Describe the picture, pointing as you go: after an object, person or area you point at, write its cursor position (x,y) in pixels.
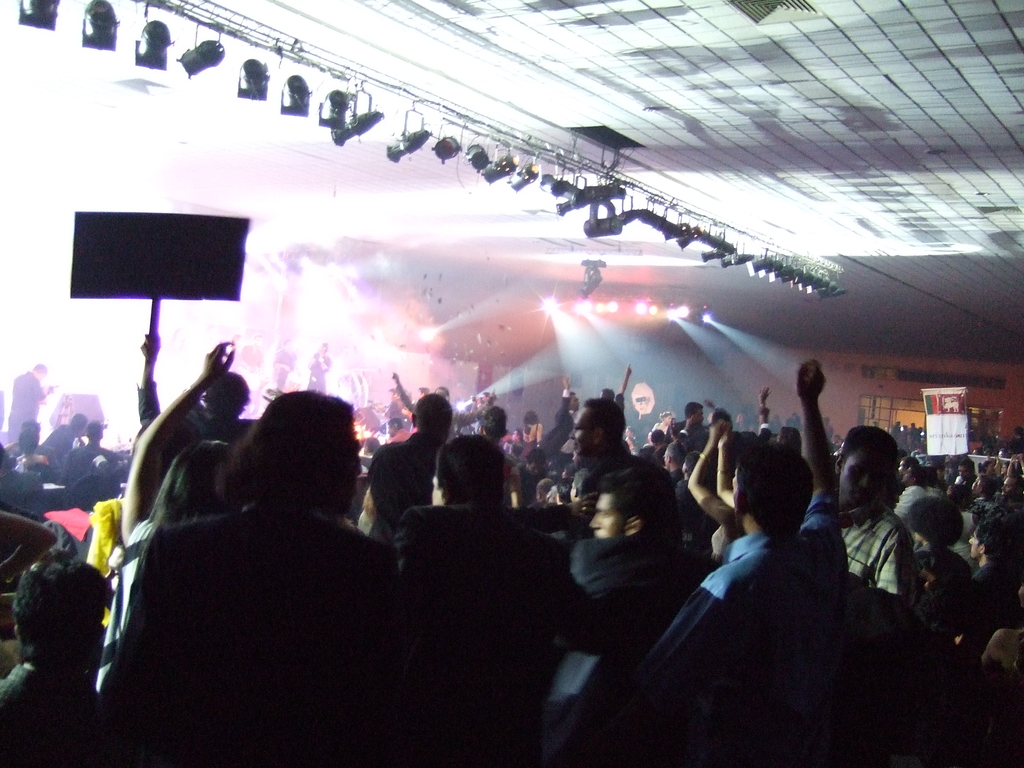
In this image I can see number of people (429,480) are standing. I can also see few boards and number of lights (501,176).
